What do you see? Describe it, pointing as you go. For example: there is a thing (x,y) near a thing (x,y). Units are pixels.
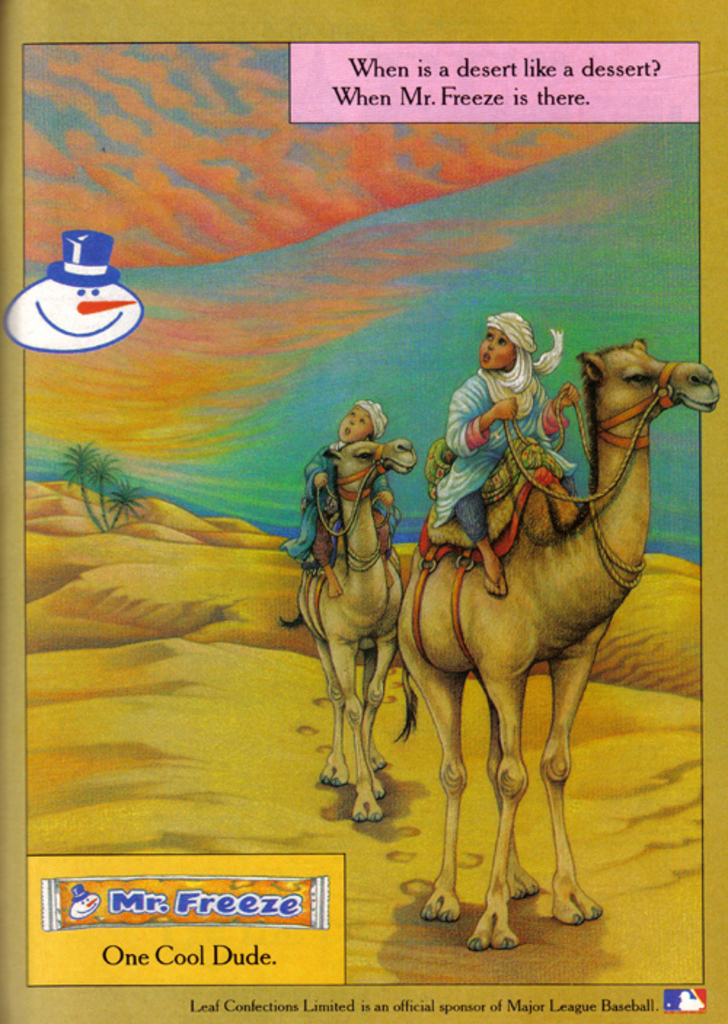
This image shows the picture of two children (461,521) riding on the camels (502,621) in a desert (396,744). On the backside (70,469) we can see some trees (69,478) and the sky (83,441). On the left side (125,310) we can see the head (98,315) of a snowman (107,315) with a hat (118,274) and some text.
